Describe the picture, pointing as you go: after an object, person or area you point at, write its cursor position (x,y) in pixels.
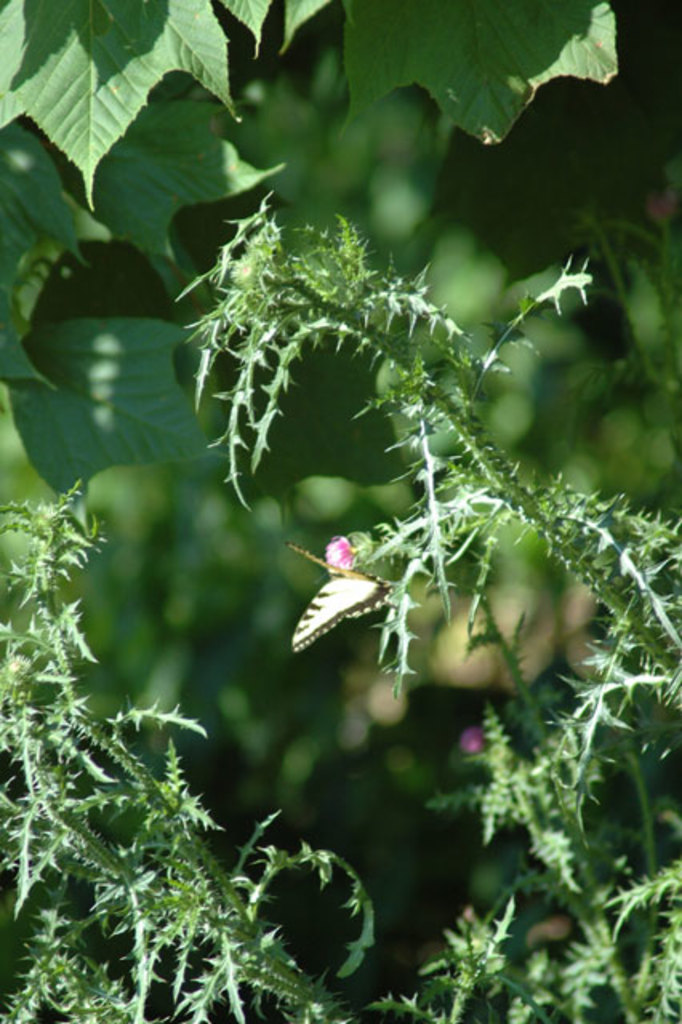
In the center of the image (338,582) we can see a butterfly (345,600) on the plant (496,718). In the background (116,674) there are plants (314,486).
